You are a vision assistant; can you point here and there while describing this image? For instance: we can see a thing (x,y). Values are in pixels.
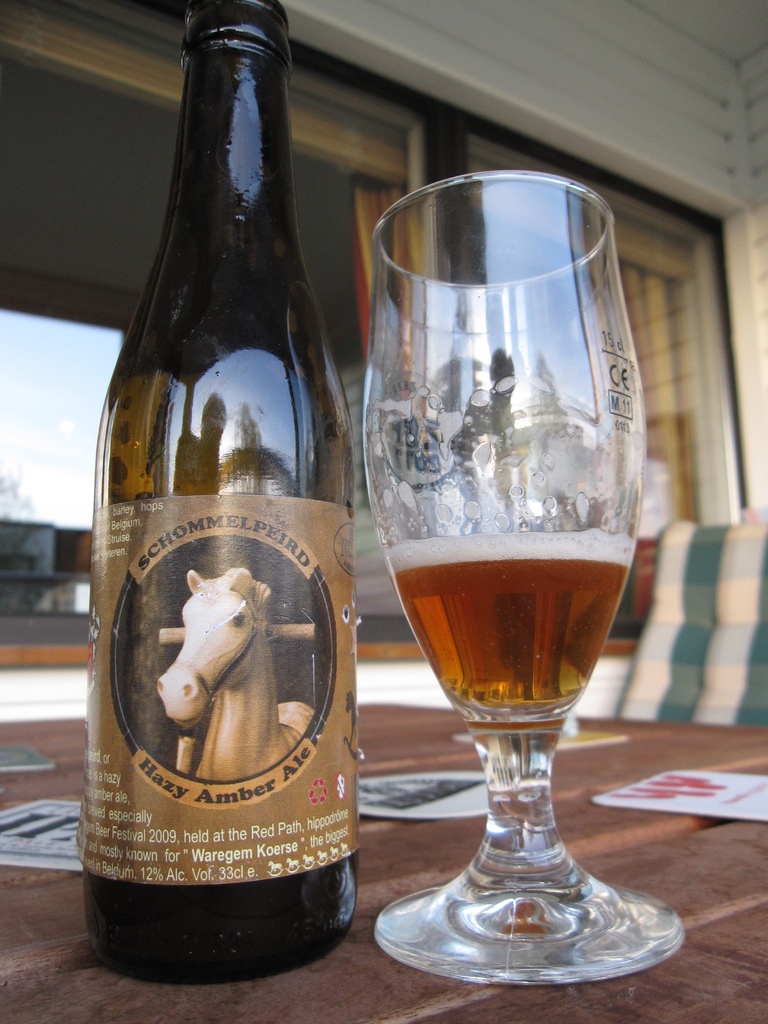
In the picture we can see a table (60,969) on it we can see a beer bottle (127,770) and beside it we can see a glass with some beer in it and behind the table (723,898) we can see a chair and beside it we can see a wall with a glass window (152,111).
